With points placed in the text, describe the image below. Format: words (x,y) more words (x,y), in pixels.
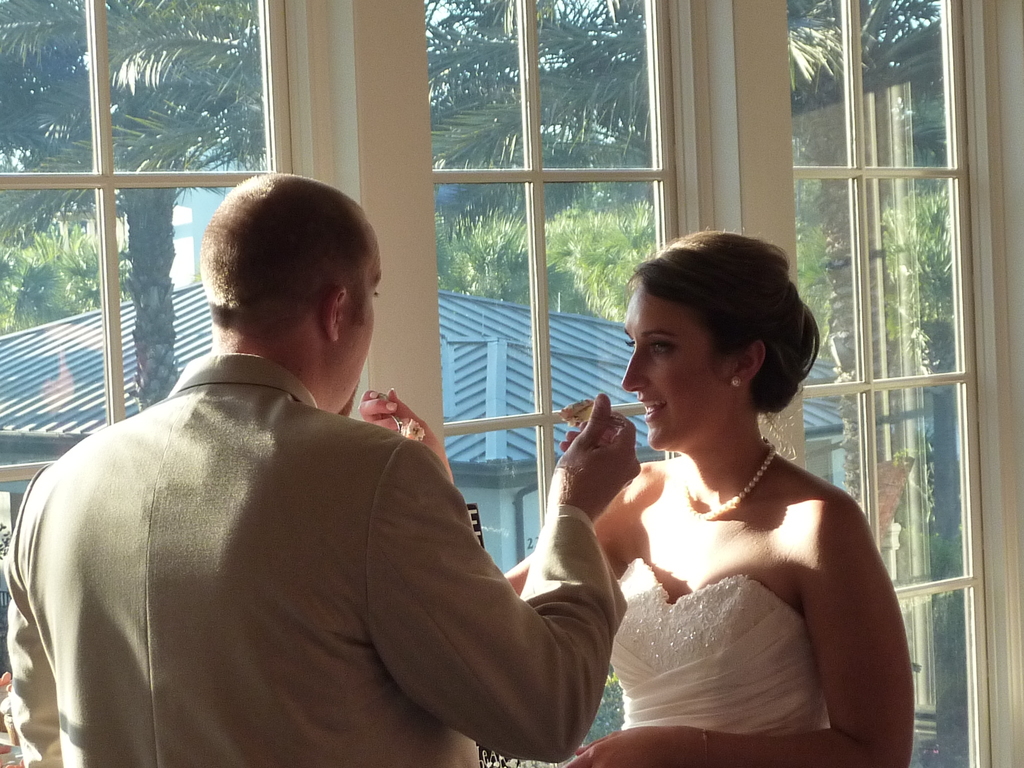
In this image we can see a man (418,521) and a woman (666,545) holding the pieces of cake (573,403). In the background (23,62), we can see the glass window (647,212) and through the glass window (637,127) we can see the trees (865,20) and also the roof house (529,383).
